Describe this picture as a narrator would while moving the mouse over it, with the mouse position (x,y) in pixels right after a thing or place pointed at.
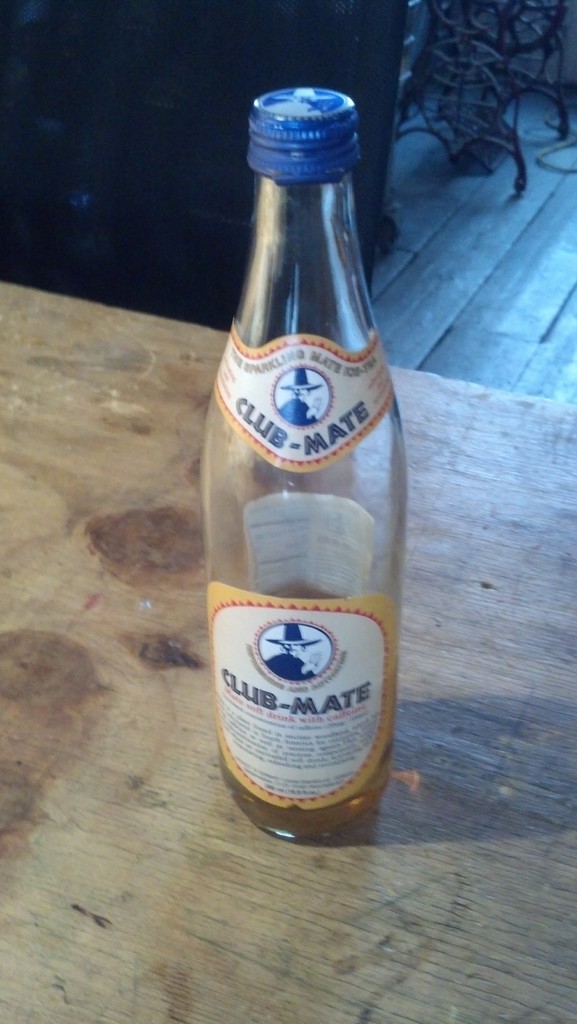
In this picture we can see bottle (325,99) on the table (281,860). We can see floor (530,241). We can see chair (450,92).
